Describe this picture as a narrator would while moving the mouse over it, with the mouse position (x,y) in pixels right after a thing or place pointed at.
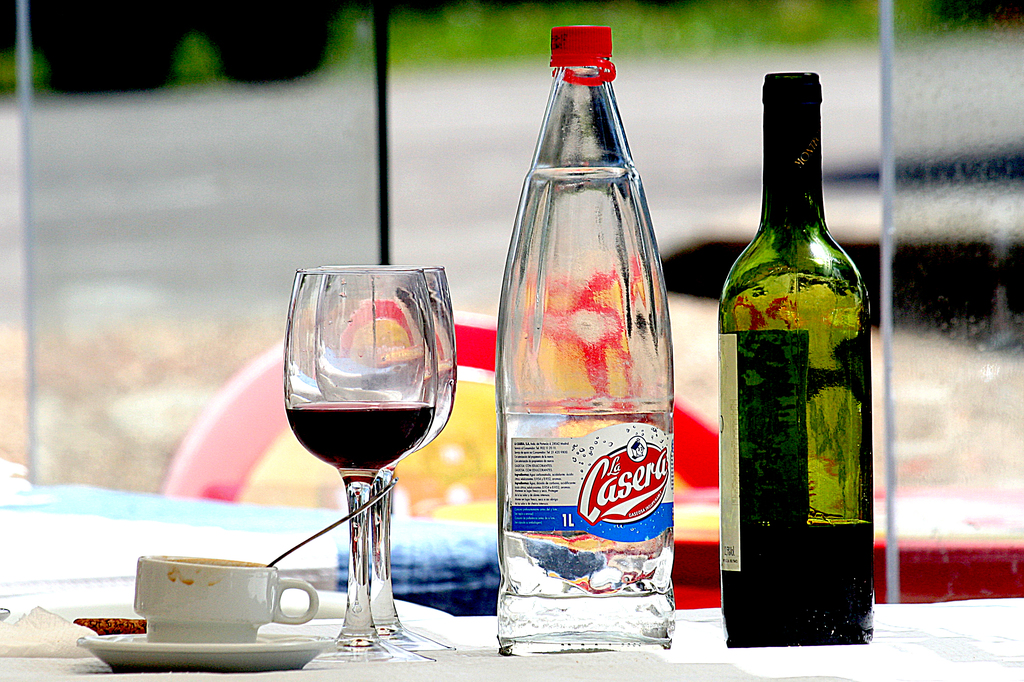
In this image I see a cup (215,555), glasses (299,280) and 2 bottles (602,146).
